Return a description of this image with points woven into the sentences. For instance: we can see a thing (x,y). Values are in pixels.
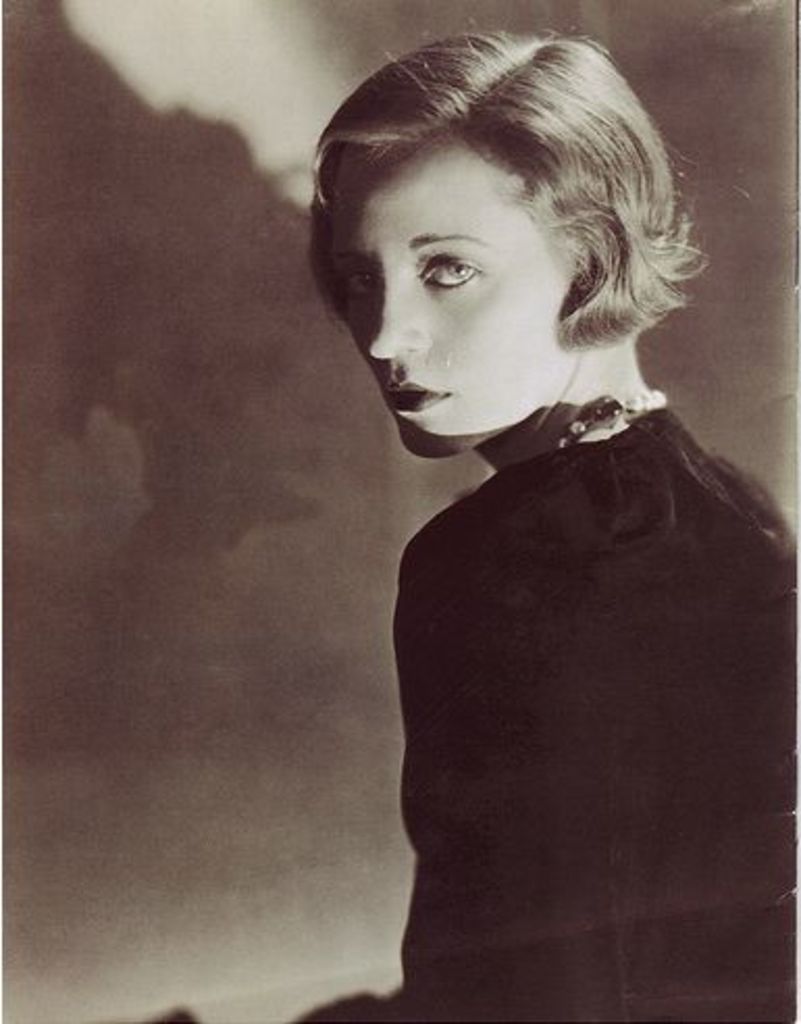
In this image I can see the person (555,580) wearing the dress (572,653) and there is a dark brown and cream color background (228,98). And this is an old image.
